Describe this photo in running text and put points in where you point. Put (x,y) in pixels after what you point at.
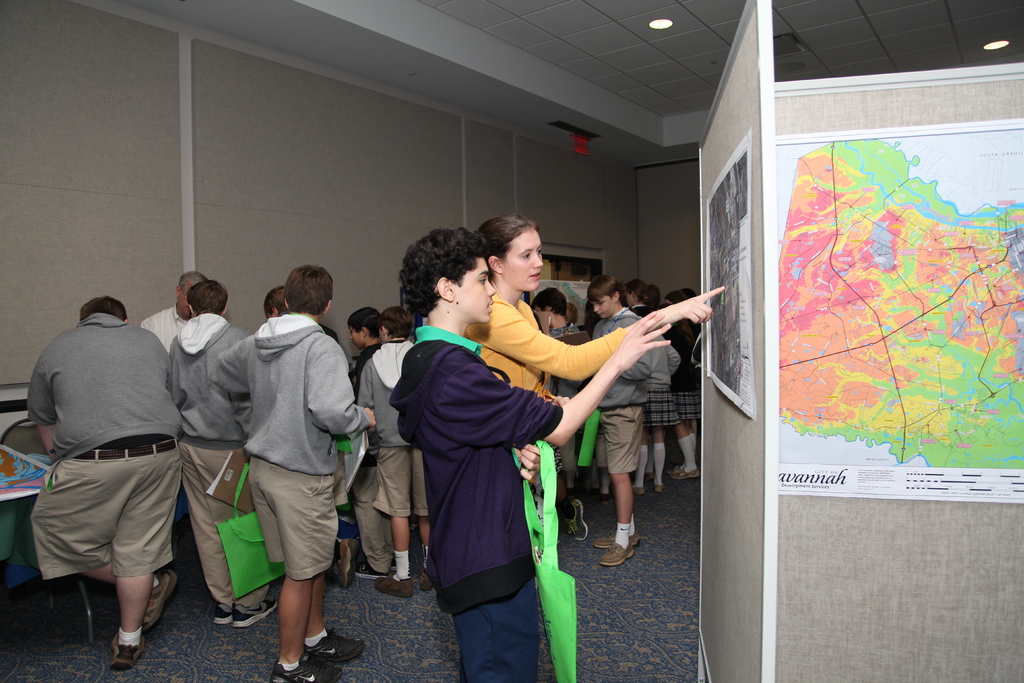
In this image, I can see groups of people (485,477) standing. These are the posters (829,264), which are attached to the boards (799,630). At the top of the image (672,24), I can see the ceiling lights (666,22), which are attached to the ceiling (847,57). At the bottom of the image (391,613), I can see the floor (386,625). It looks like the wall (279,163).
